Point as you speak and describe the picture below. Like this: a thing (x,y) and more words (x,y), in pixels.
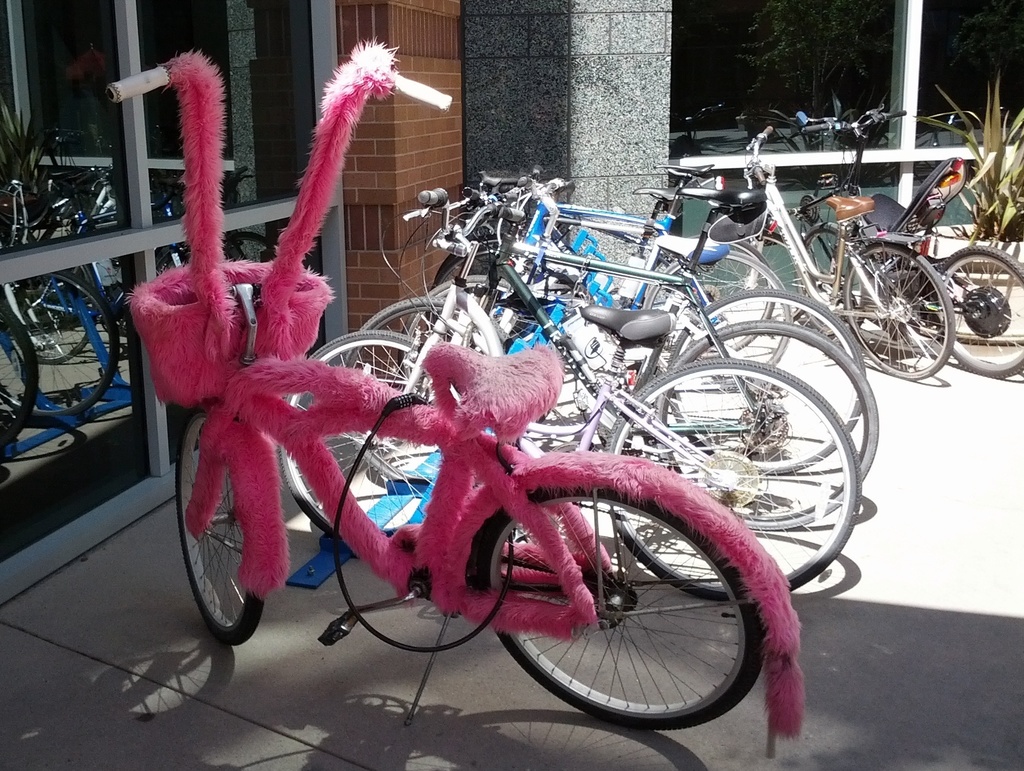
The picture is taken outside a store (240,250). In the center of the picture (511,395) there are many bicycles (617,292). On the right (835,171) there is a plant (989,194) and glass window (896,92). On the left (87,133) there is a glass window (102,216). In the center (389,290) it is brick wall (454,40). It is sunny.
